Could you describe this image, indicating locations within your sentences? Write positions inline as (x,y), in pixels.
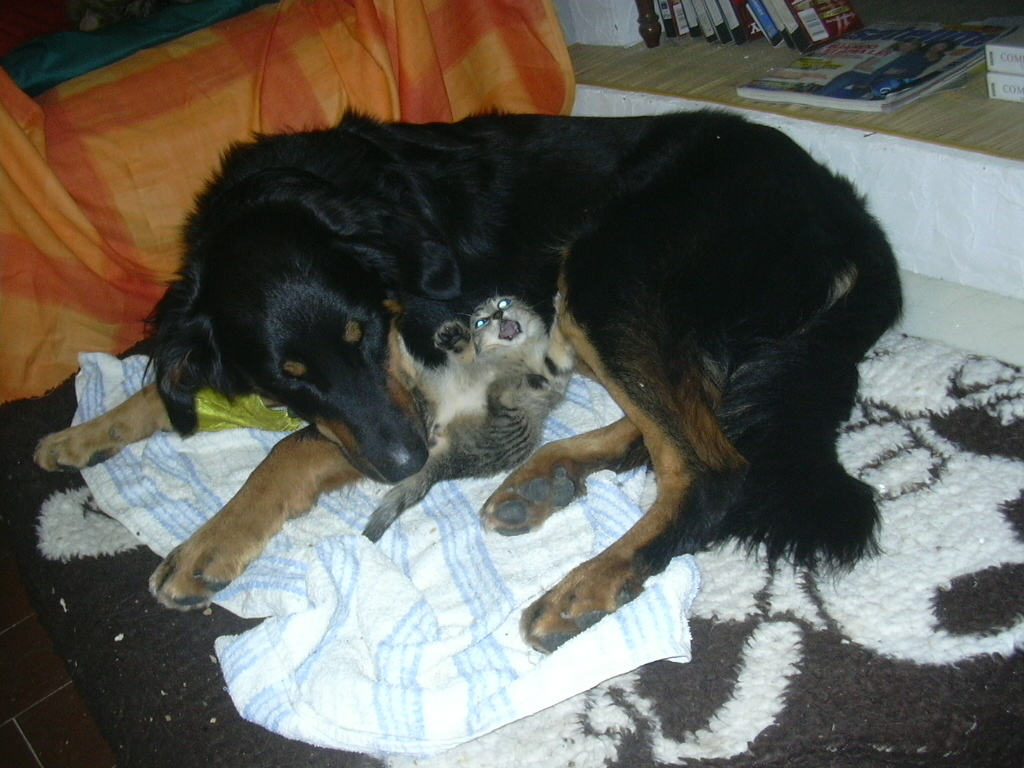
In the center of the image (483,304), we can see a dog (486,297) and a cat (477,423) lying on the bed (741,653) and there is a cloth (111,370) and we can see a bed sheet (434,47). In the background (857,25), there are books (920,56) and there is a stand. At the bottom (32,702), there is a floor (32,702).
